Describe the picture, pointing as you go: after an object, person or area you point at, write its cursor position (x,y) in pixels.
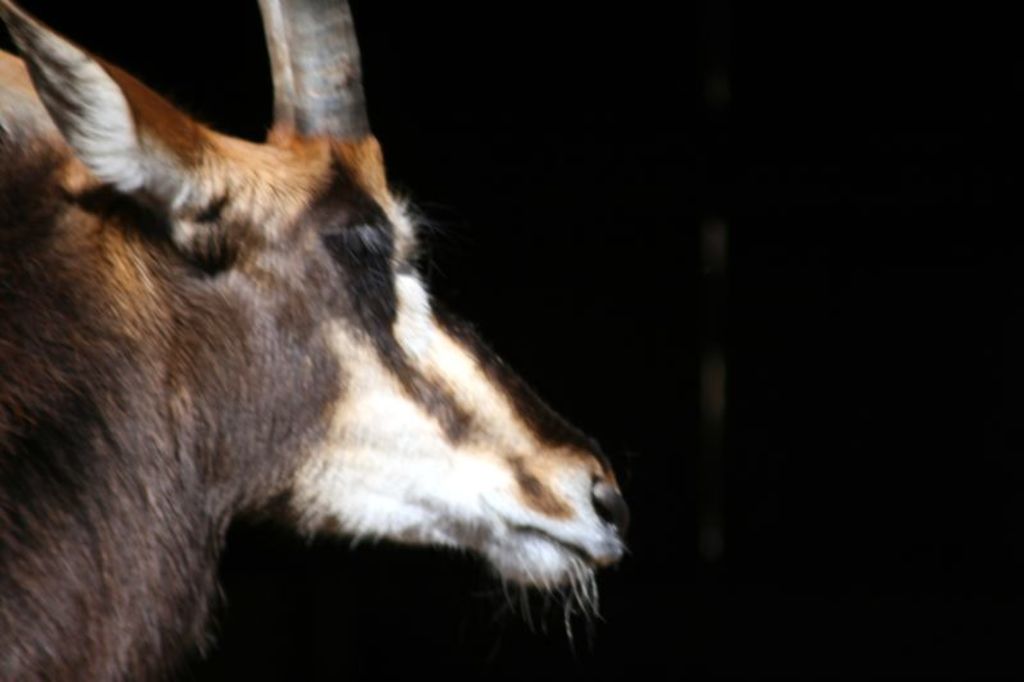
In this picture we can observe an animal (319,460) which is in brown and white color. There is a horn (322,72). In the background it is completely dark.
